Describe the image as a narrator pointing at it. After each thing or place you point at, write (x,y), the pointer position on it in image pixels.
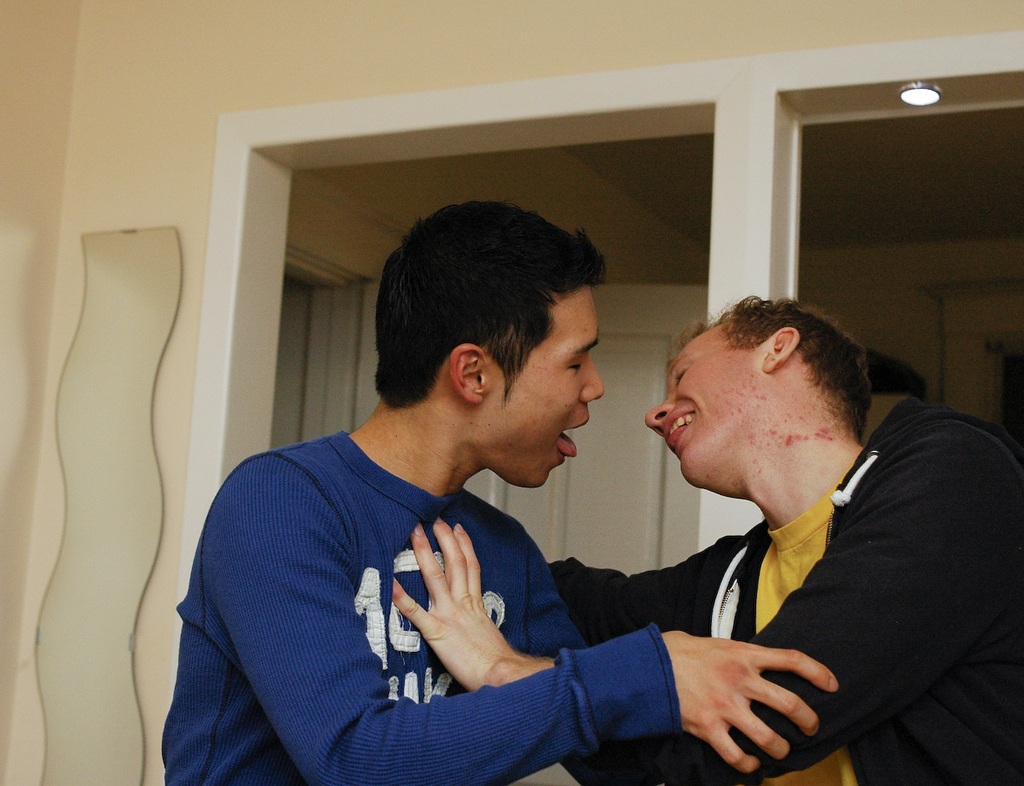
On the left side (338,637), there is a person (389,434) in blue color T-shirt (316,612) having opened his mouth (577,421) and holding the hand (477,679) of a person (812,540) who is in a black color jacket (944,574) and is placing his hand (499,636) on the chest (435,554) of that person (513,638) and smiling. In the background (907,101), there is a light (935,99) attached to the roof (943,97), there is a wall (778,162) and there is a door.
